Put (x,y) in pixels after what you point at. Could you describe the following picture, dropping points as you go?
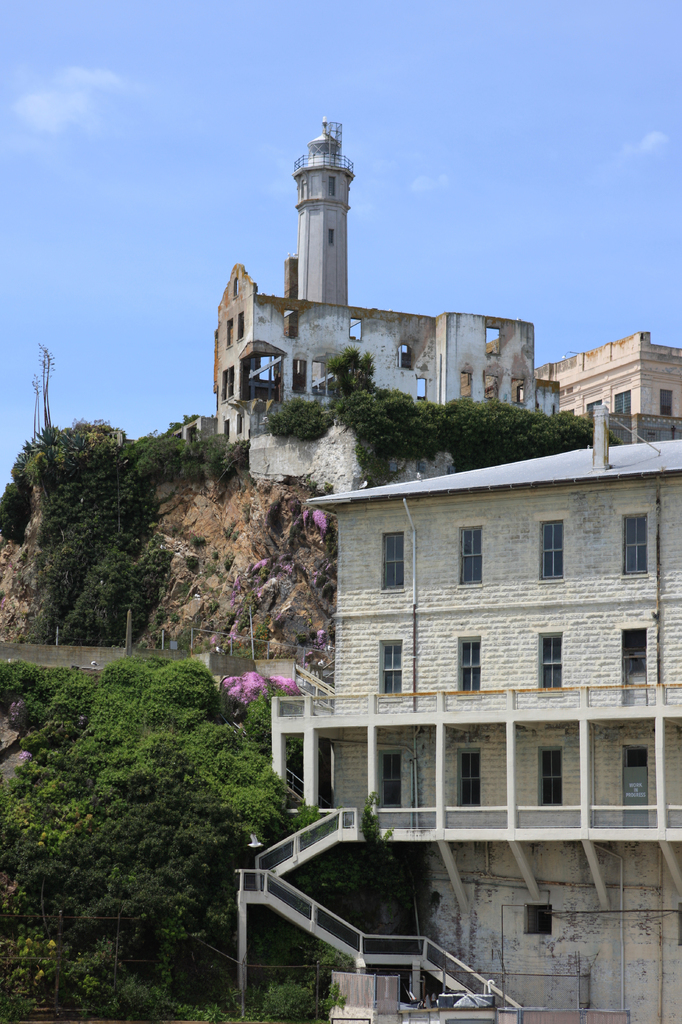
In this image on the right side (555,769) there are some buildings (350,502), railing (347,811), staircase (477,981), pillars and on the left side (124,604) there are some trees (149,1014), mountains (210,477) and some poles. At the top of the image (597,159) there is sky (289,218).
